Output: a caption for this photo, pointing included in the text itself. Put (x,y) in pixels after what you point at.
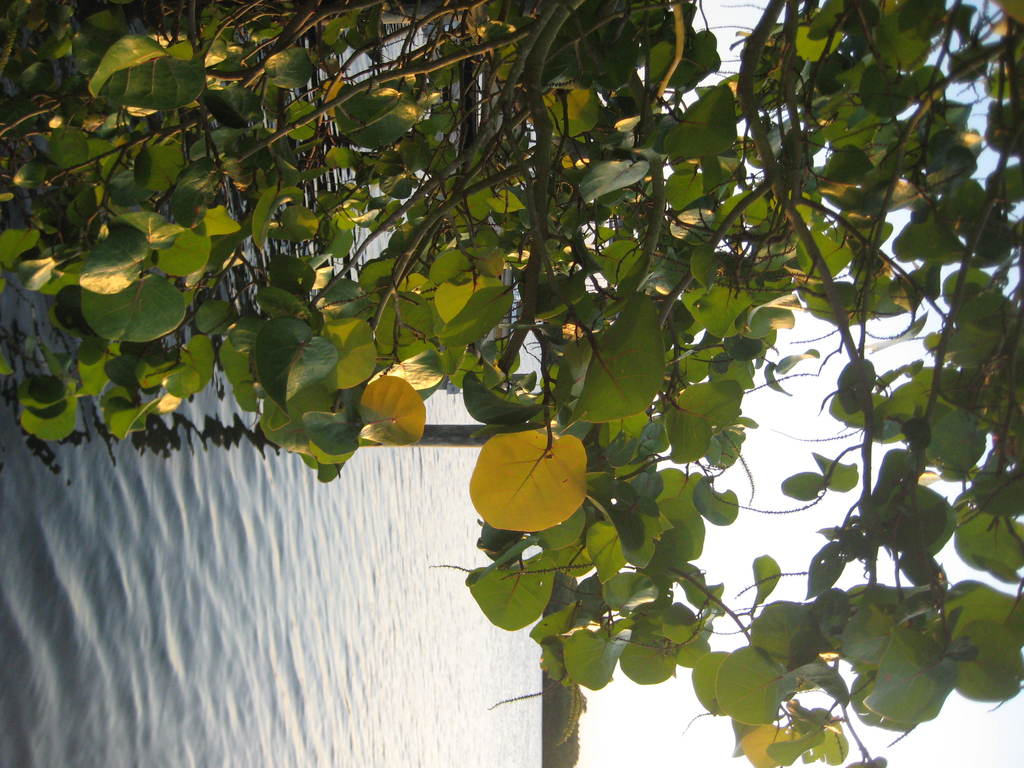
In this image we can see the leaves (335,373) of a tree (389,381). Behind the leaves (352,434) we can see the water (366,508). At the bottom (555,726) we can see the trees (557,744). On the right side (773,406), we can see the sky (818,424).
